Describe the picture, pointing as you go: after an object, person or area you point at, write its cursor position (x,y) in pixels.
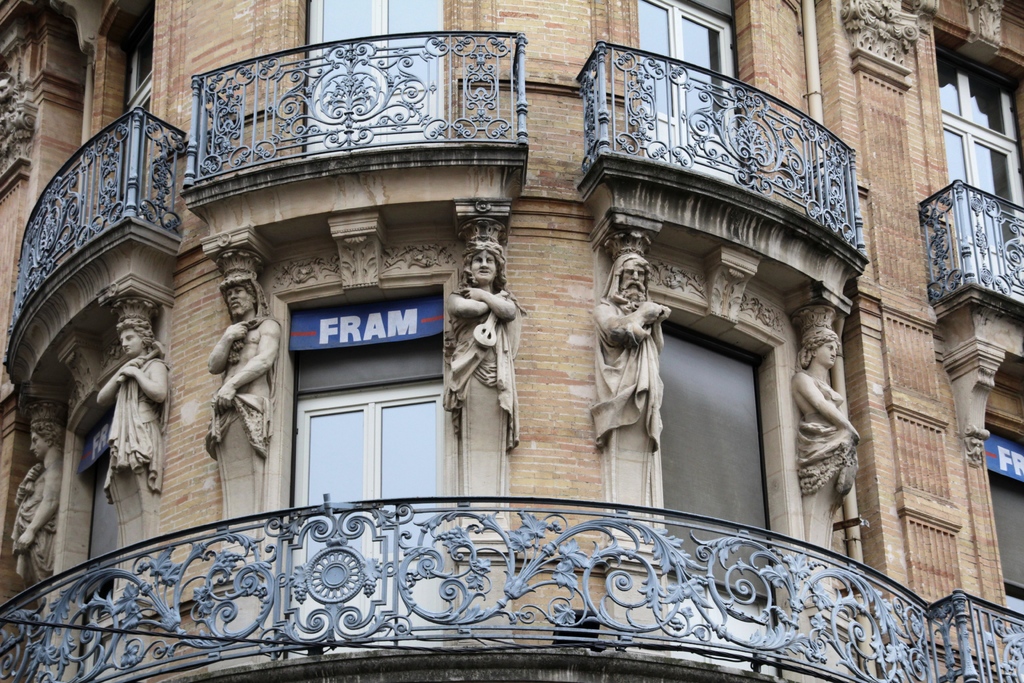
In this image we can see a building (307,357). On the building (171,417) there are some statues (136,430) attached to it.
